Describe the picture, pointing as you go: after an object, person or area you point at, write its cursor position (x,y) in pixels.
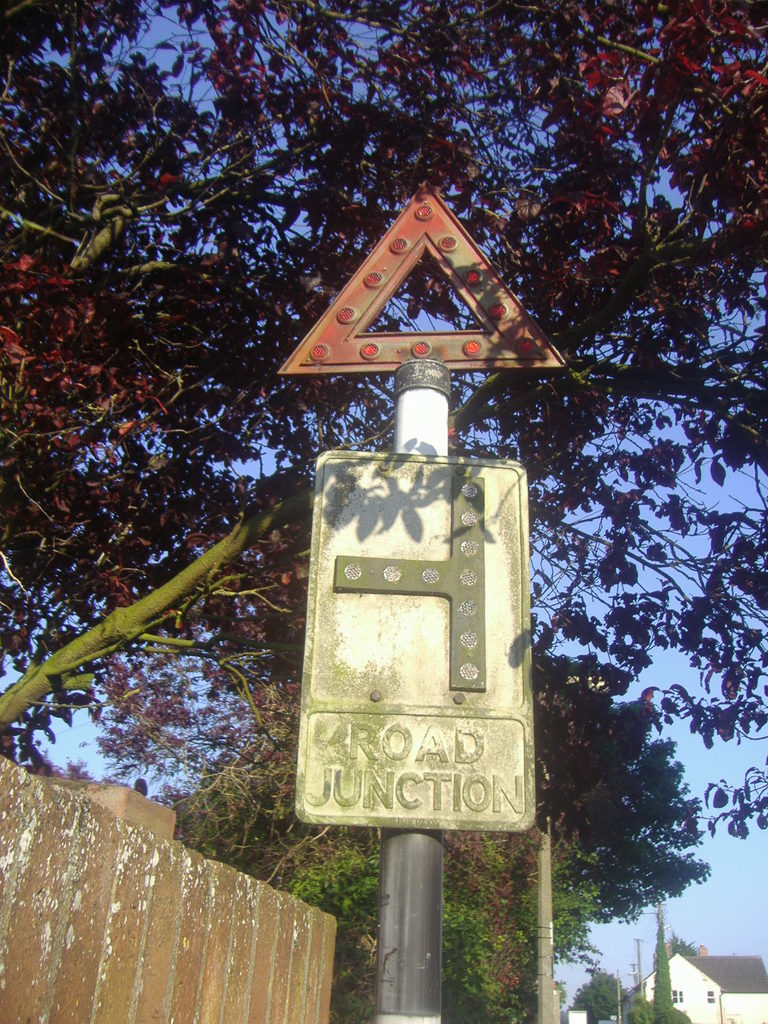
In this image we can see one house (716,963), some poles (540,1018), few boards (399,754) with poles (427,875), one wall (322,937) on the left side of the image (19,950), some trees (127,478) on the ground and there is the sky (751,842) in the background (79,715).
